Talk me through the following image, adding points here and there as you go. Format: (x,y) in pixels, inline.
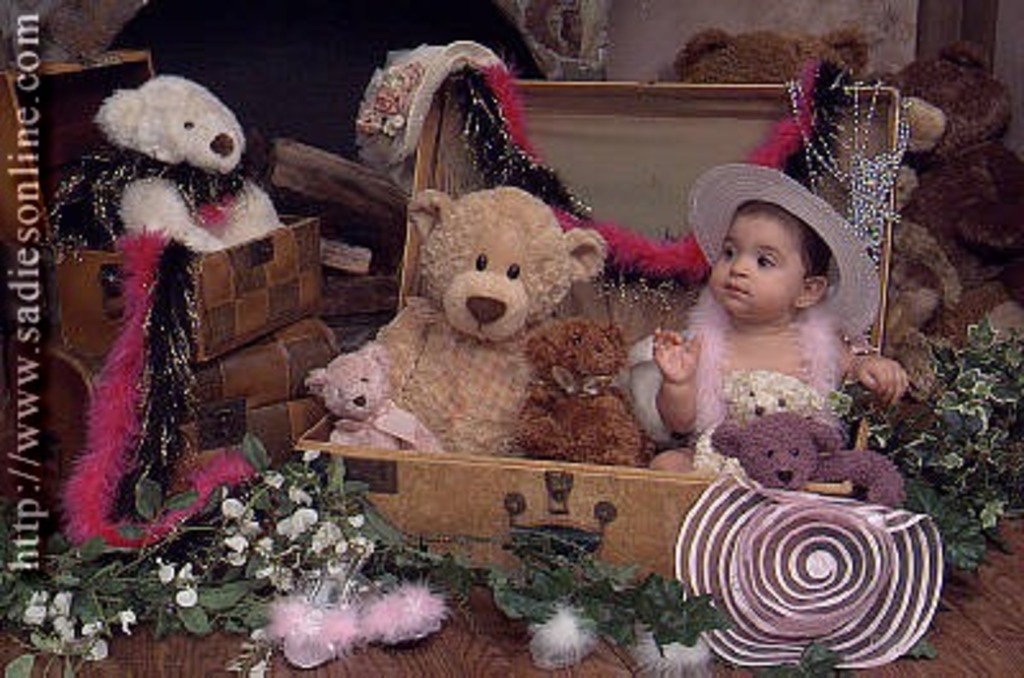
In the picture there are many toys (405,308) present, there is a baby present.
